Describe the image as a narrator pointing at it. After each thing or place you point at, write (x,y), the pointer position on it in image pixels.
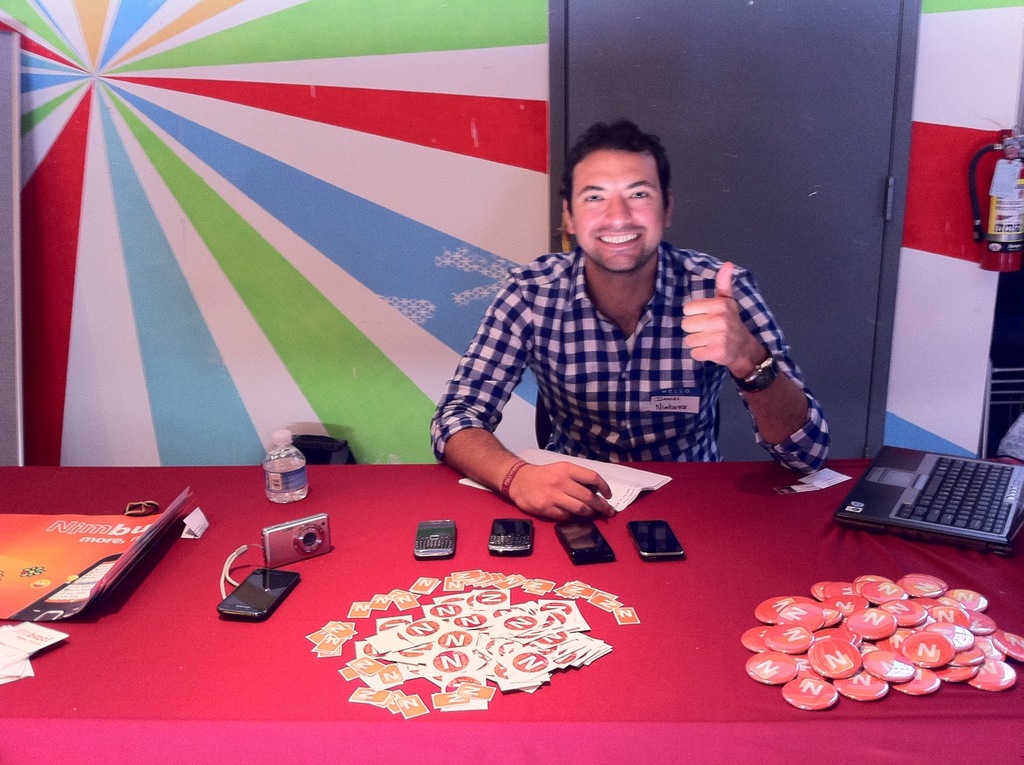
This picture shows a man (549,495) seated and holding a paper (558,462) in his hand (563,503) and we see few mobiles (421,537) badges (497,641) and a camera (314,520) and a laptop (852,520) and few papers (51,598) on the table (505,507) and we see wall painting (456,233) on his back and door (738,117) and a fire extinguisher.
